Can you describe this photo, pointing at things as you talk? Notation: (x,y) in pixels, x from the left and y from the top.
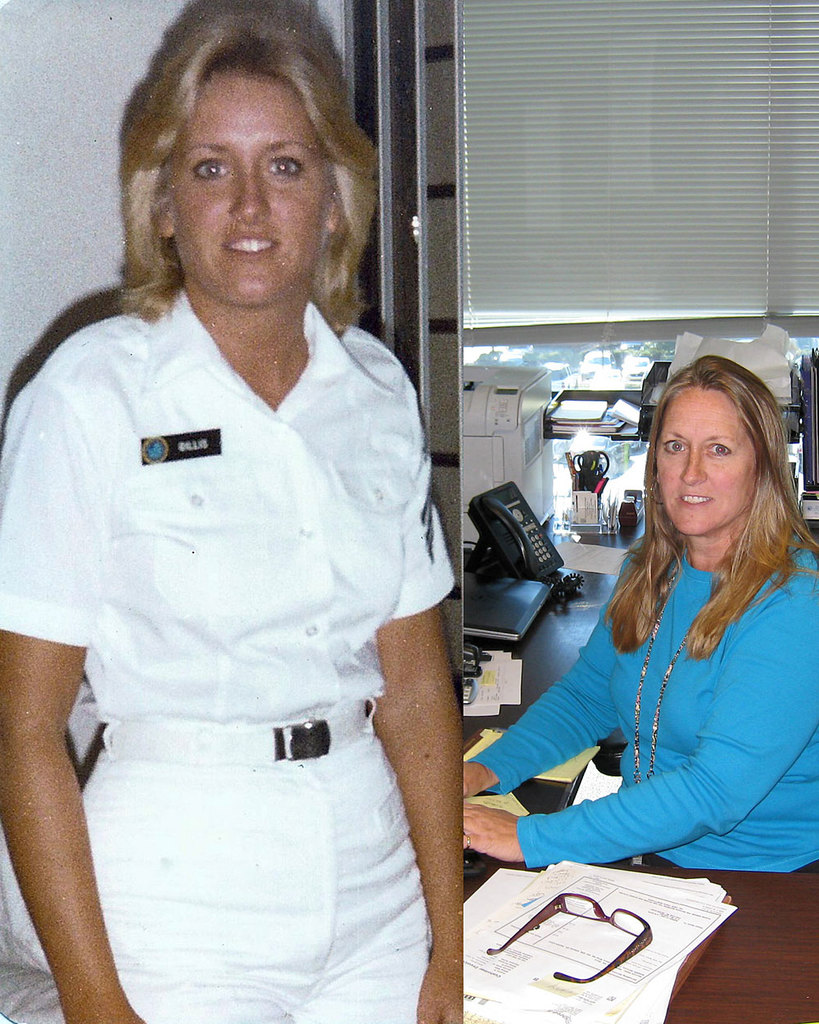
This is a collage in this image on the left side (218,525) there is one woman (218,525) who is standing and smiling and she is wearing a uniform (342,564). And on the right side (695,734) there is one woman (693,570) who is sitting in front of her there is table (812,983). On the table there are some papers (640,963), books (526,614), telephone (536,541), spectacles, pens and some other objects (538,379) and there is a window (565,343) and blinds (476,126) and on the left side (66,142) there is wall (92,35).
